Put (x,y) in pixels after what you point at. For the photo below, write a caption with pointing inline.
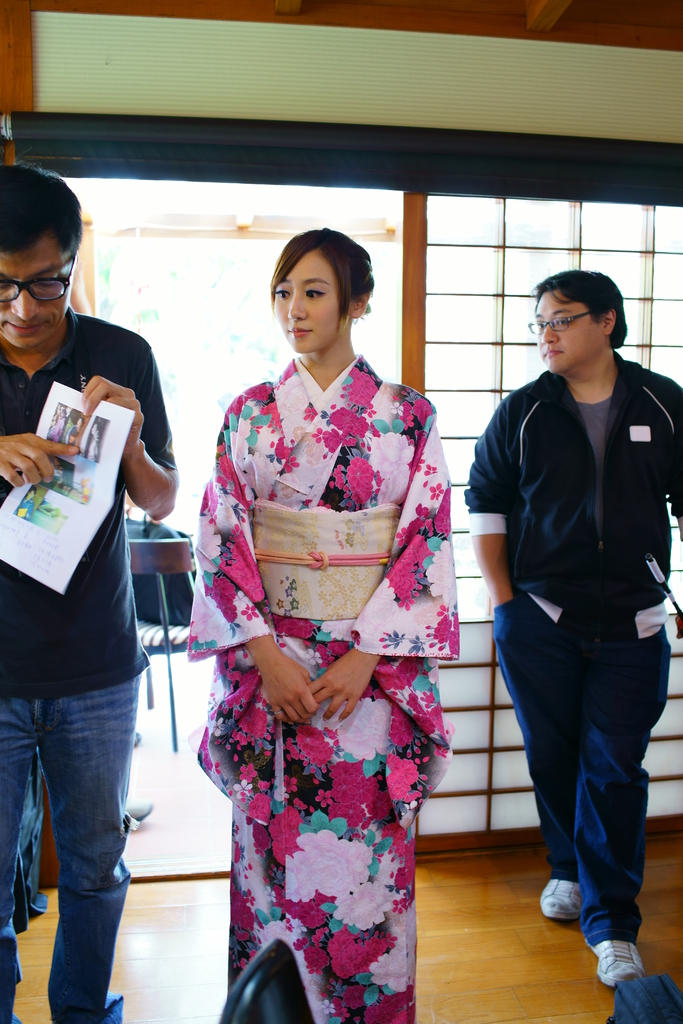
This picture shows few people (327,545) standing and we see a woman (275,507) and a man (23,363) holding papers (103,475) in his hand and we see both men (80,341) wore spectacles (566,317) on their faces (578,320) and we see a chair (165,624) and a bag (148,582) on it.
